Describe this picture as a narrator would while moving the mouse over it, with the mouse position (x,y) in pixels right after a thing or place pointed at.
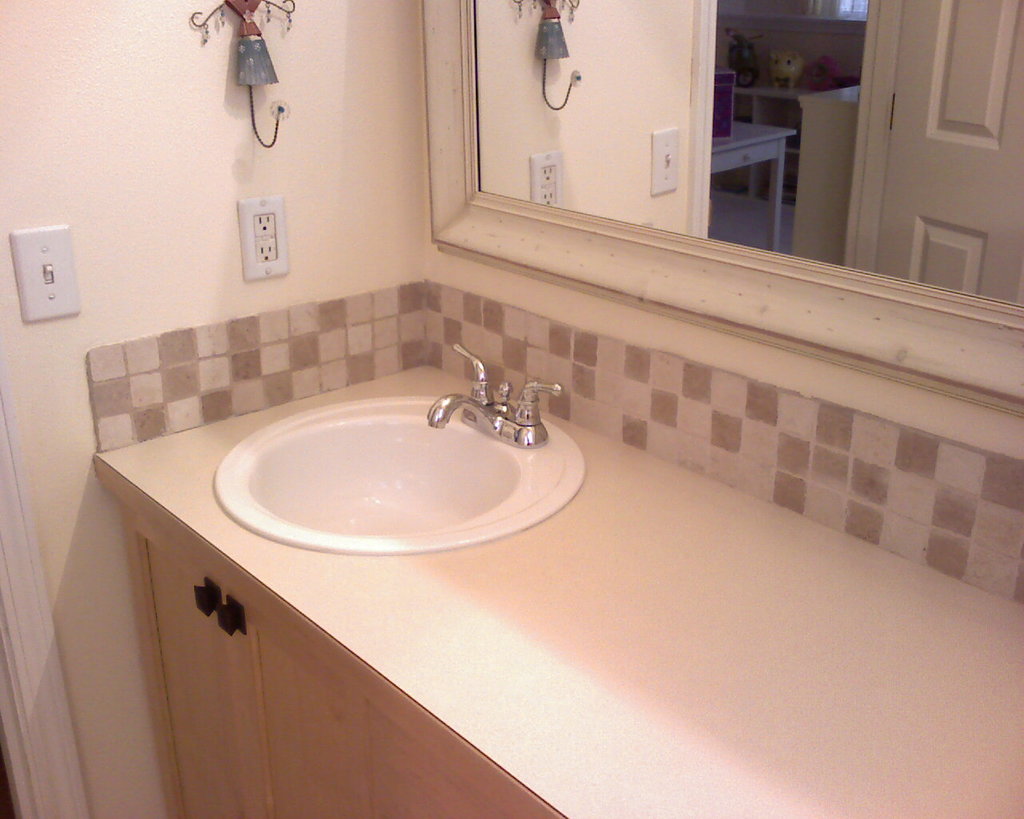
In the image there is a sink (404,437) and in front of the sink (397,464) there is a mirror (720,269), under the sink (322,467) there are cupboards (266,686), in the background (169,274) there is a wall (235,273) and there is a switch board (262,227) attached to the wall (155,277).
